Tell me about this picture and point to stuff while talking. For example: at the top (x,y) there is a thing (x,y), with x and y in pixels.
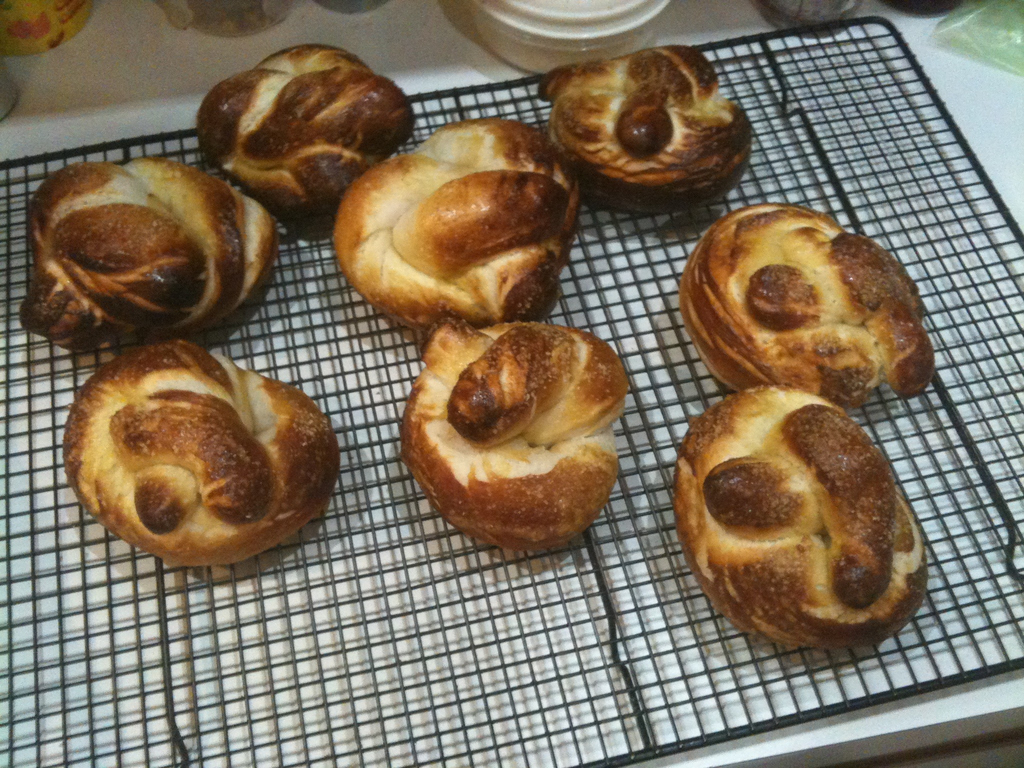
In this picture, we can see some food items (734,290) on the metallic object (618,350), we can see some objects (636,1) on top side of the picture (36,14).
